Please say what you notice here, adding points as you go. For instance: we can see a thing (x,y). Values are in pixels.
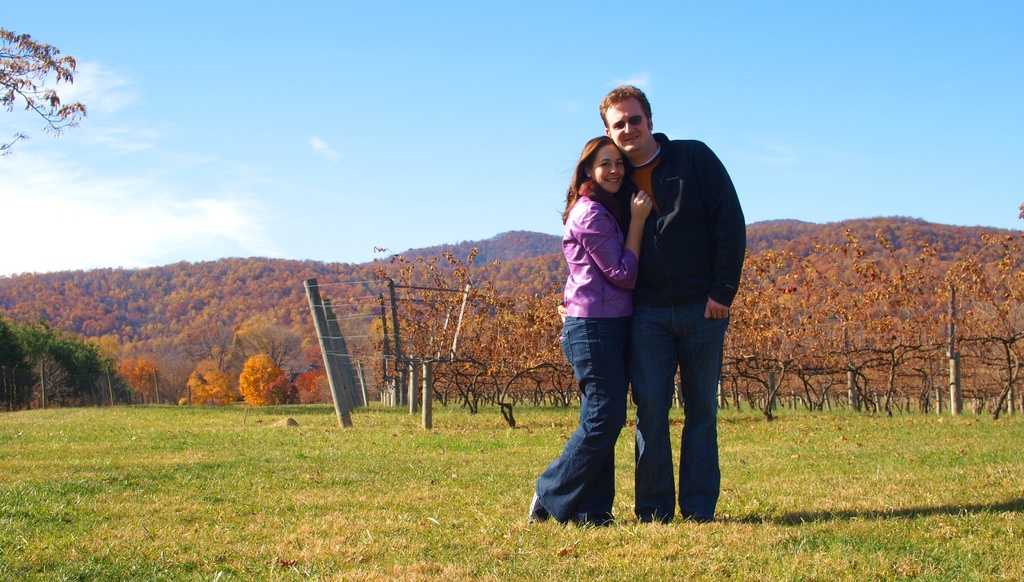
The man (628,138) in black jacket (669,277) and the woman (622,232) in purple jacket (582,267) are standing. Both of them are smiling. At the bottom of the picture (331,467), we see the grass (450,520). Behind them, we see a fence (493,310) and the iron poles (385,360). There are trees (122,345), pole (43,364) and hills (380,317) in the background (556,314). At the top (330,114), we see the sky (473,111), which is blue in color.
